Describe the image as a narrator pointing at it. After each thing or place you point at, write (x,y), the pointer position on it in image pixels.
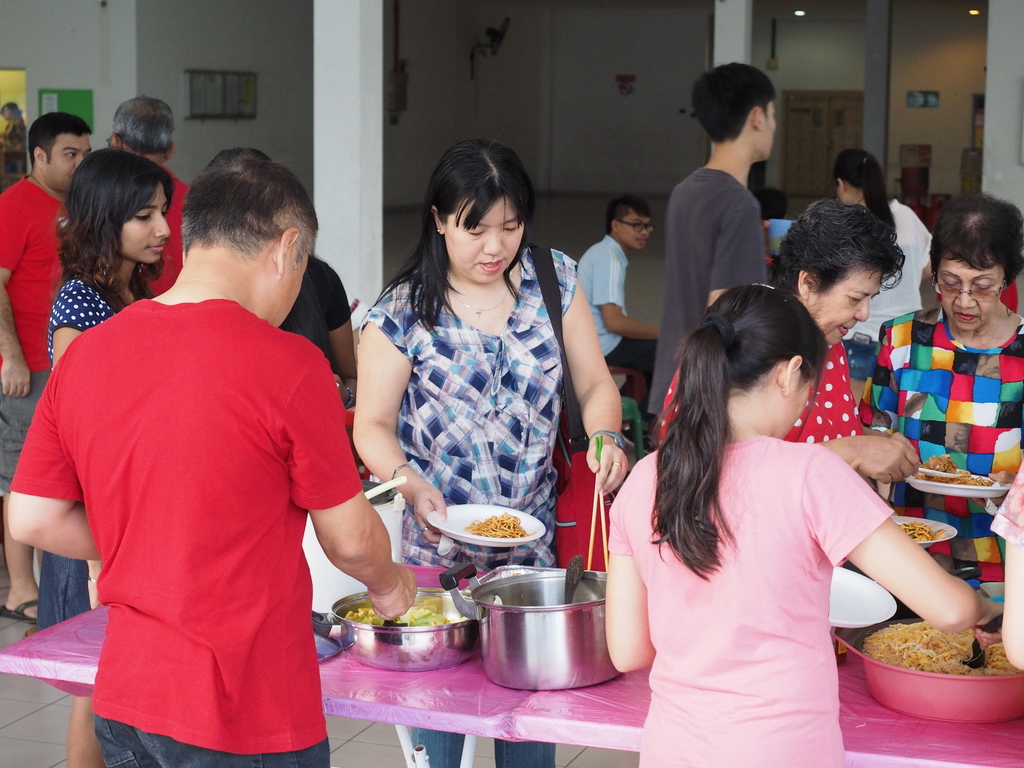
In this image in front (722,616) there are people (101,546) keeping the food (962,650) on their plates (440,525). In front of them there is a table (609,712). On top of it there are food items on the bowls (361,637). Behind them there are a few other people (721,217). There are pillars (995,76). In the background of the image (204,87) there are posters (242,76), boards (250,76) on the wall (270,61). There is a closed door (837,125). At the bottom of the image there is a floor (569,202). On top of the image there are lights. On the right side of the image (903,188) there are some objects (926,173).
